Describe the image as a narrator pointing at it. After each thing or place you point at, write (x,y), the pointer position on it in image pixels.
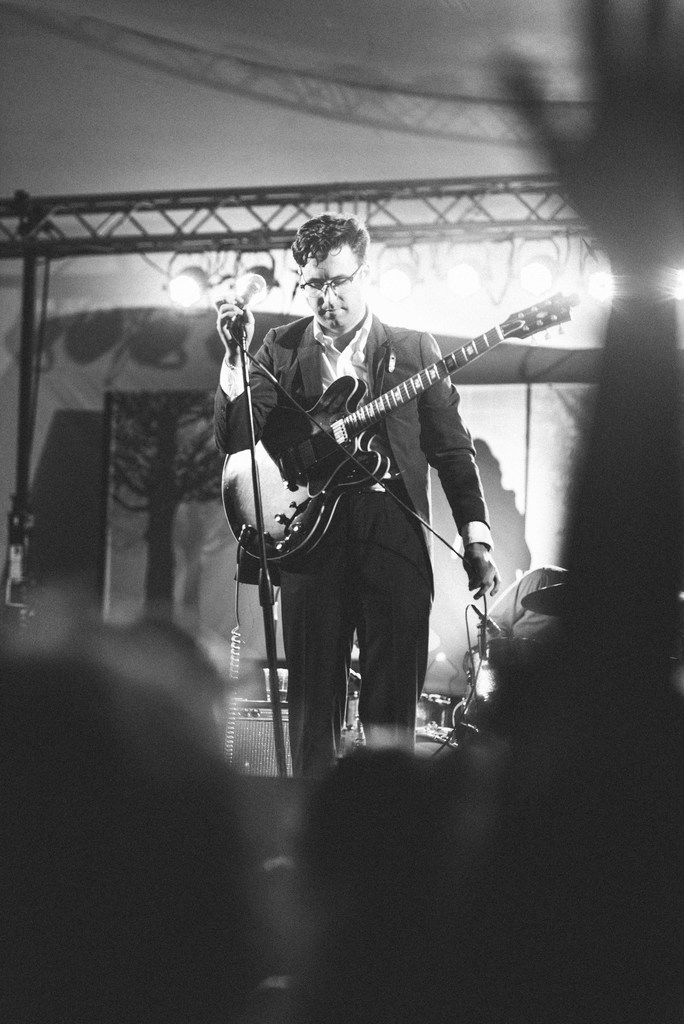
A man (317,233) standing by holding a microphone (250,289) in his hands (227,347) and a guitar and at the back ground (535,434) there is a scenery (507,431) and a man (507,600) playing the drums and focus lights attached to the iron rods (158,250).
